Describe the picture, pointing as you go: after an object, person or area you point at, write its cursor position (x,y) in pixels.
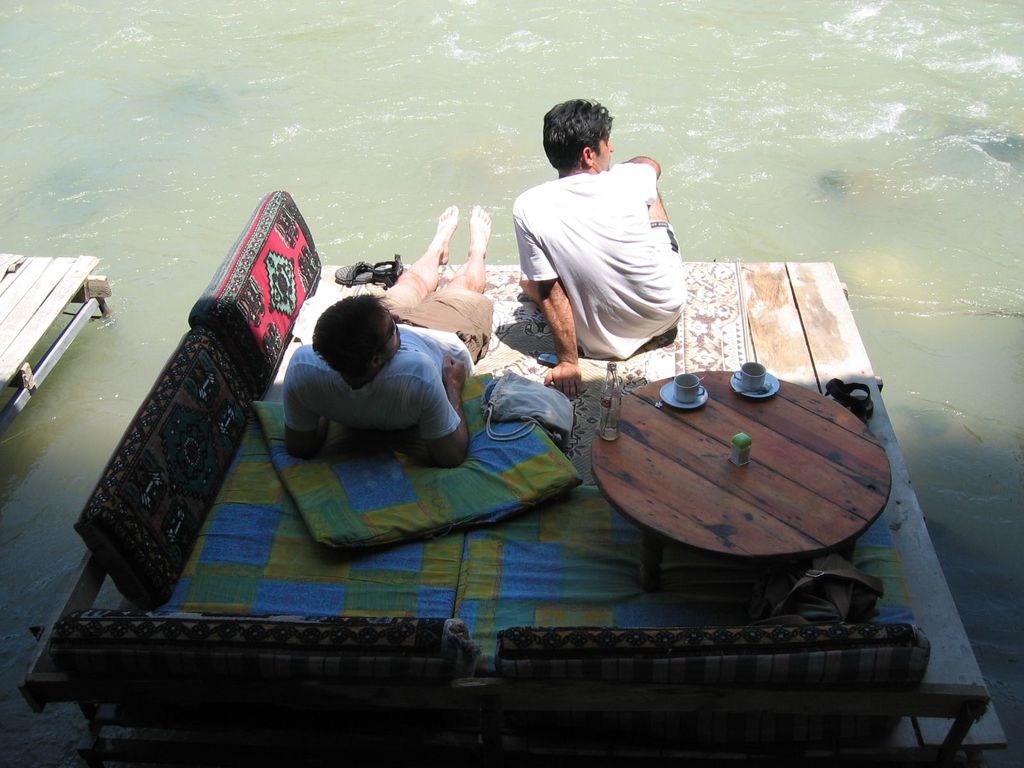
Here a man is laying on a wooden plank (520,529) and a man (627,344) is sitting on a wooden plank (632,386) by observing the water (884,190). Pillows (259,388), tea cups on the table (699,492).
